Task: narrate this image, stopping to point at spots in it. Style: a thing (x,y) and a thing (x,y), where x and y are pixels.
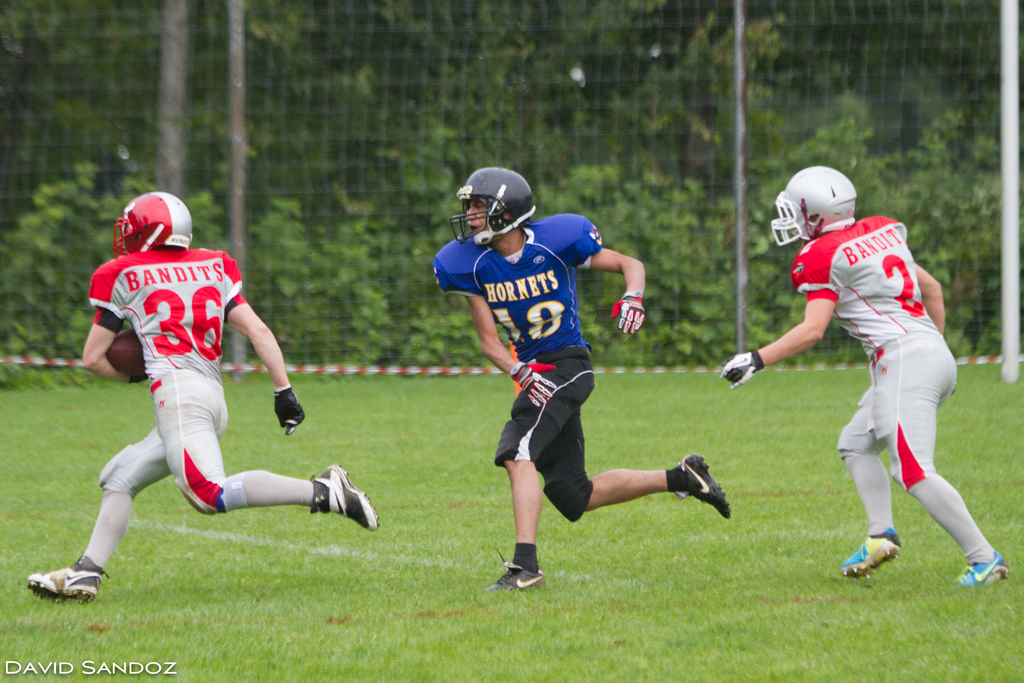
This is the picture where we have three sports people (867,396) with jerseys (169,271) and helmets (814,195) on the field (896,638) and beside there is a net (512,94).
